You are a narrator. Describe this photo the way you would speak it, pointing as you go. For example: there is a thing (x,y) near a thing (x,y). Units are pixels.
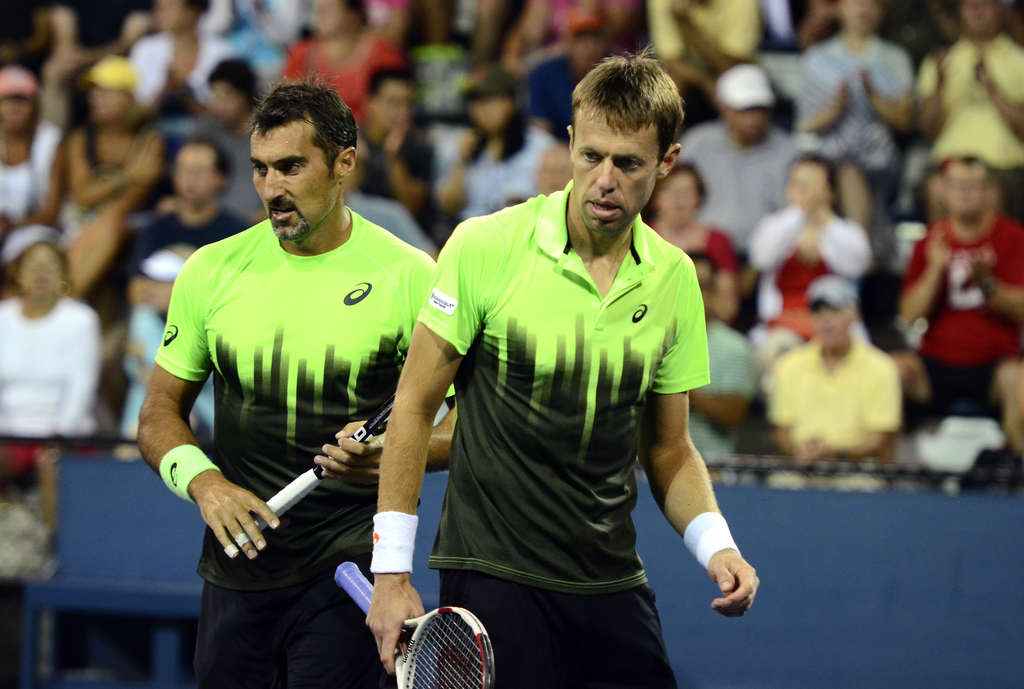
Here, we see two men (359,328) in green and black t-shirt (395,354) are holding tennis racket (487,687) in their hands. Behind them, we see many people (549,109) sitting on chairs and encouraging these people (327,484) and on bottom of the picture (884,542), we see a board (907,682) which is blue in color.
